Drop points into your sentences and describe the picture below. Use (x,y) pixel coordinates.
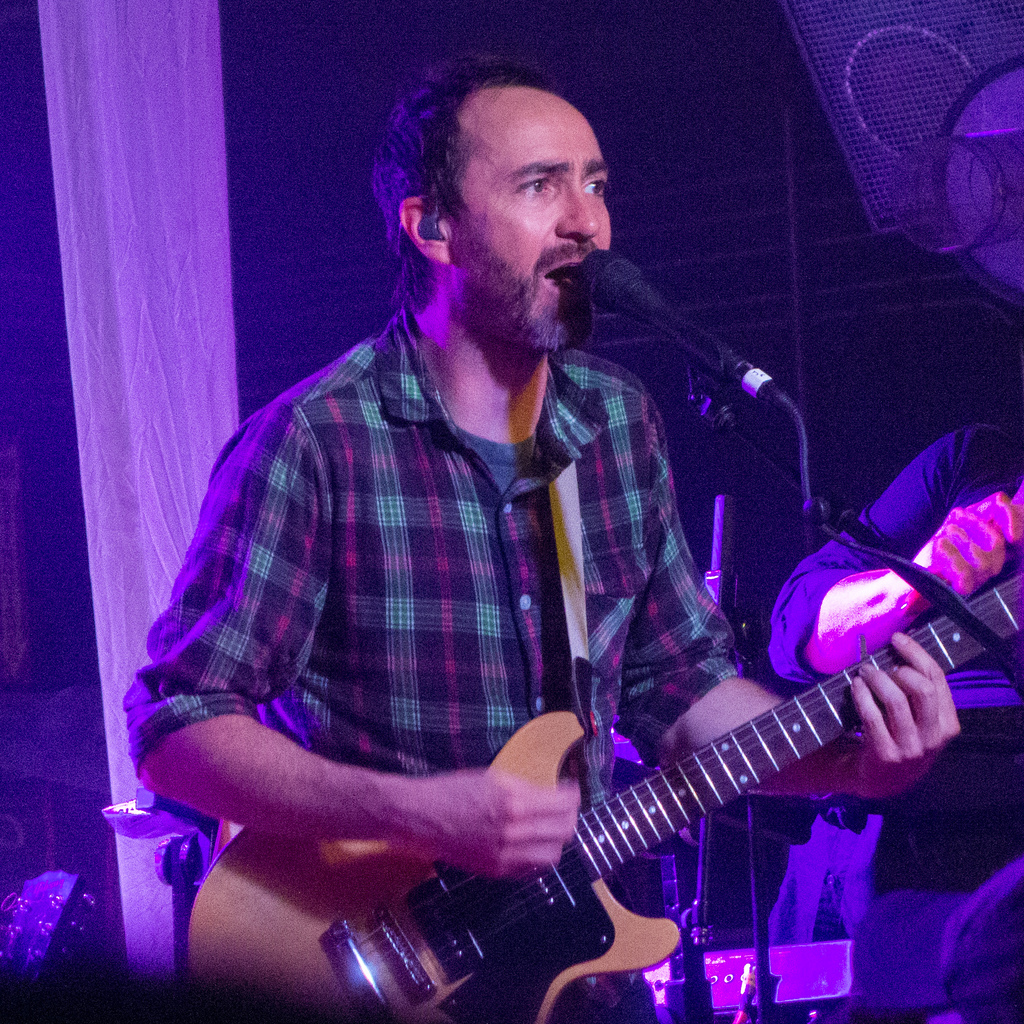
this picture shows a man (233,660) standing and playing a guitar (552,974) and singing with the help of a microphone (600,279).
